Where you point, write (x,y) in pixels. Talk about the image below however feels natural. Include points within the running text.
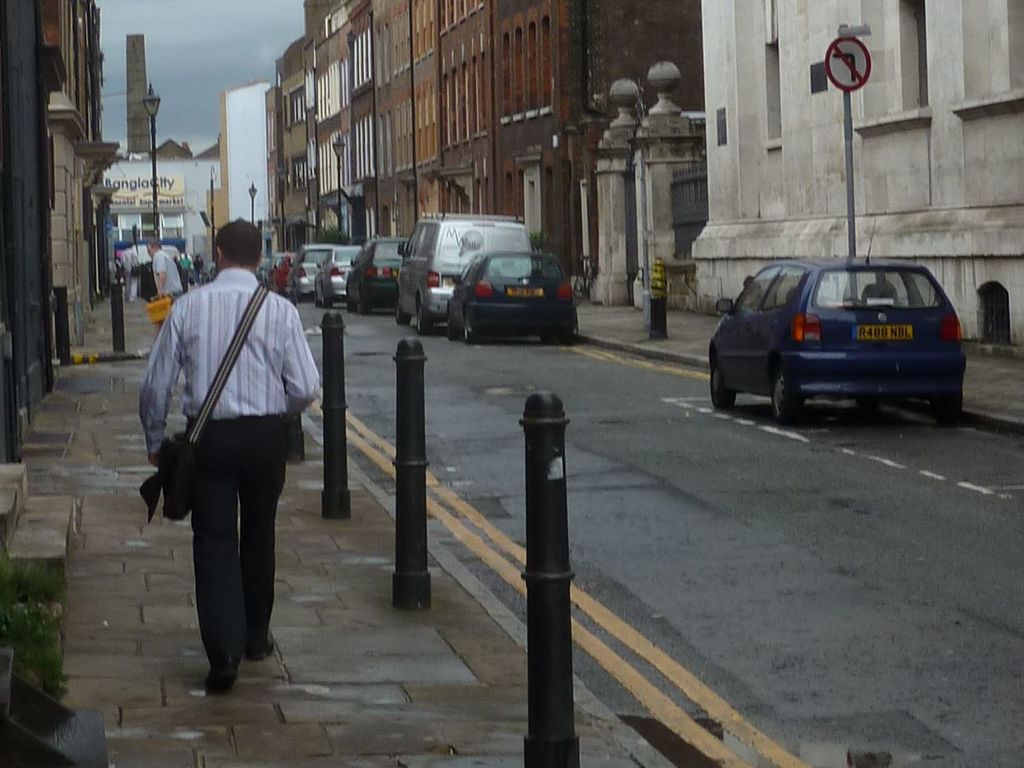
In this image we can see a group of vehicles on the road (523,447) and some people (236,440) on the footpath (313,586). We can also see some poles (565,752), plants (52,599), the staircase (79,749), some buildings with windows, a signboard (158,200), some street poles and the sky (195,36) which looks cloudy.
